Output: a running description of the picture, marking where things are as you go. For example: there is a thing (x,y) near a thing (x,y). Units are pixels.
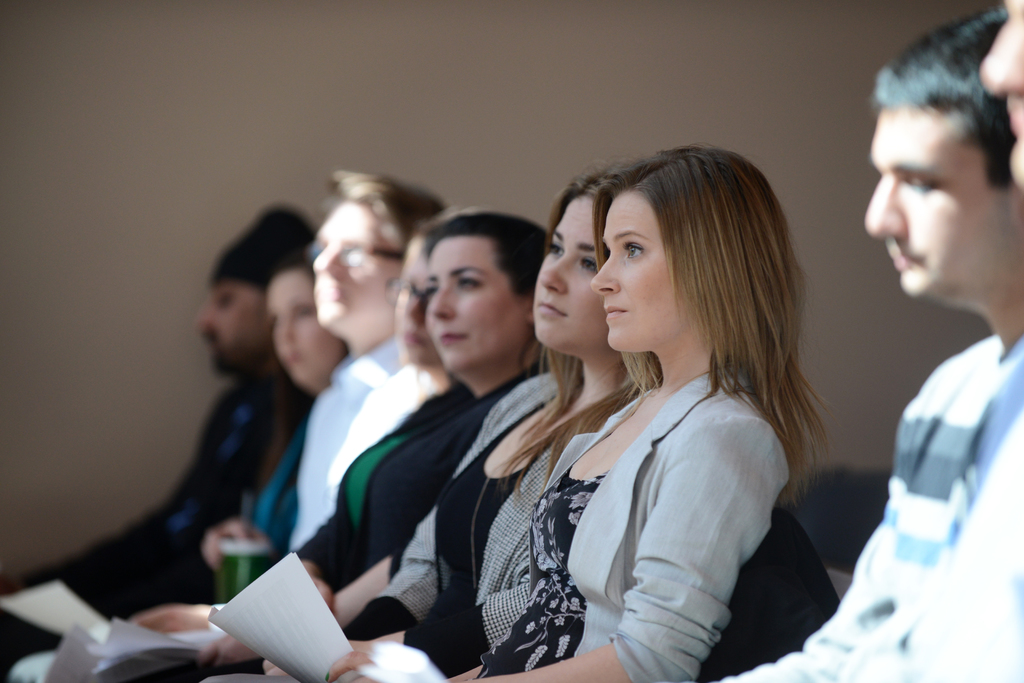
In the image we can see there are many people (650,542) wearing clothes (577,568) and they are sitting. This is a paper (290,625) and an object (234,559).
